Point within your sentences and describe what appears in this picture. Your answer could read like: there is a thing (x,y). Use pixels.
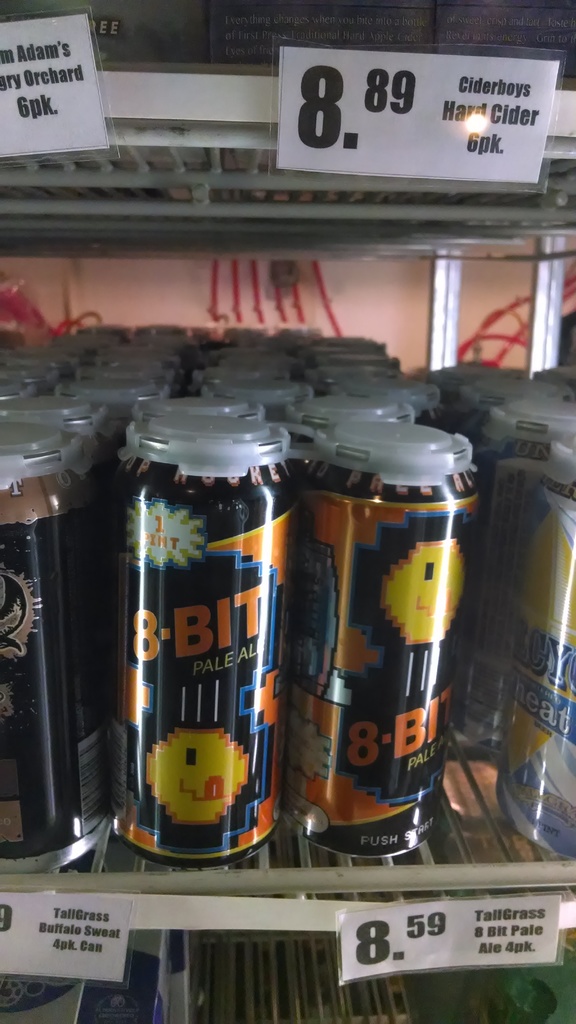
In the foreground of this picture (389,560), there are many tins (410,813) in the rack (433,888) and price tags (434,931) attached to it.
